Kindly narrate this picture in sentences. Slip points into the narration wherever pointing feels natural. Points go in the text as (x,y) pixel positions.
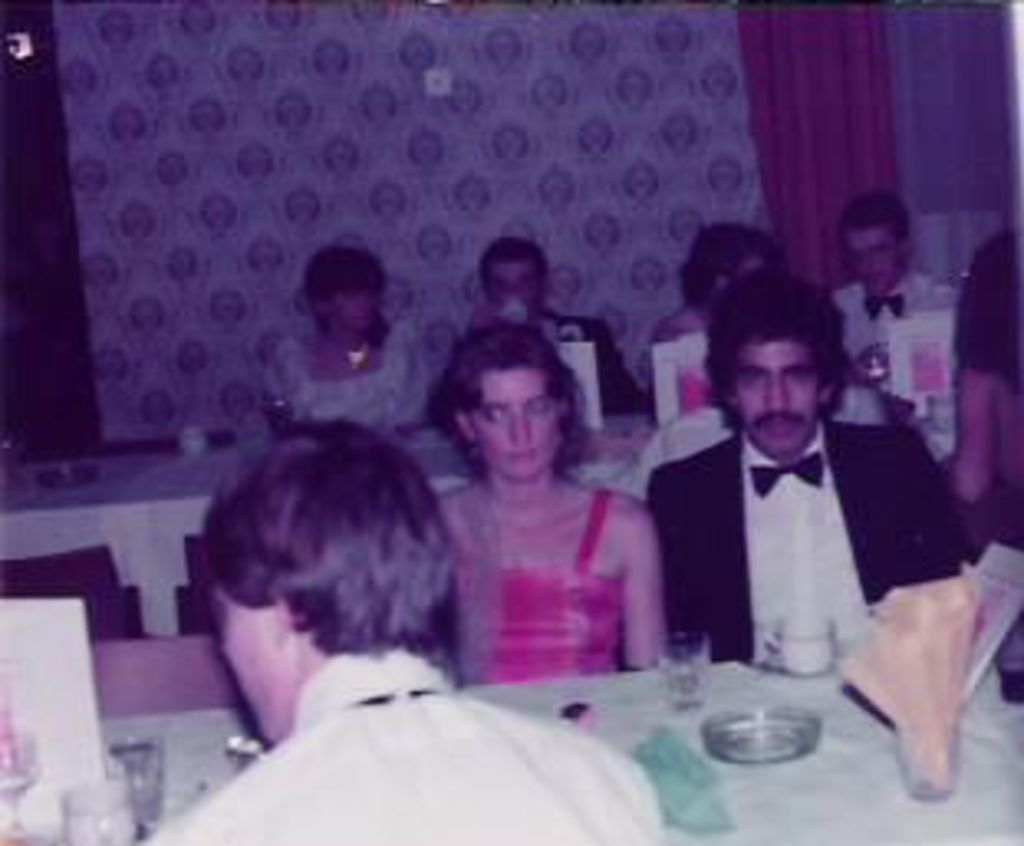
This is an inside view. Here I can see many people (296,486) are sitting on the chairs (157,678) around the tables (735,811). On the tables (634,740), I can see glasses (674,670), bowls (733,742), papers (998,638) and some other objects (97,741). In the background (314,165), I can see curtains (841,128) to the wall (292,174).
